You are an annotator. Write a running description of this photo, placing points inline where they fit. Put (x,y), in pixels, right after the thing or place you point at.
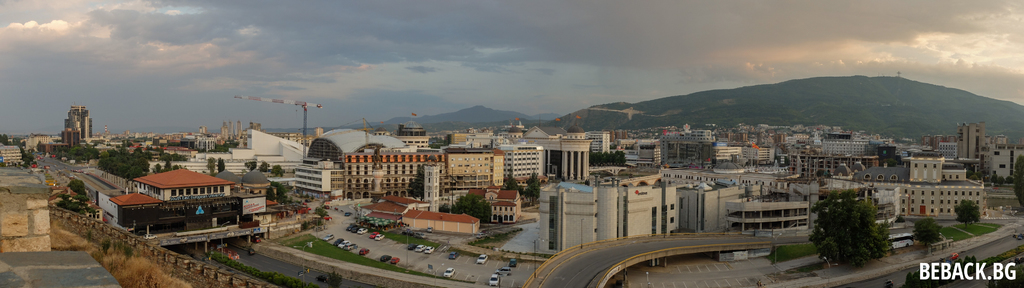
This picture is clicked outside the city. At the bottom of the picture (572,255), we see the road (603,251), bridge (593,255) and cars (448,271) parked on the road (381,249). Beside that, we see the grass (322,252) and street lights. On the left side (96,239), we see a building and a wall (143,247) which is made up of stones (218,276). There are buildings (356,176) and trees (841,232) in the background (764,191). We even see a tower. There are trees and hills (611,103) in the background (819,91). On the right side (822,230), we see the road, street lights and trees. At the top (408,80), we see the sky (376,72) and the clouds (177,30).
